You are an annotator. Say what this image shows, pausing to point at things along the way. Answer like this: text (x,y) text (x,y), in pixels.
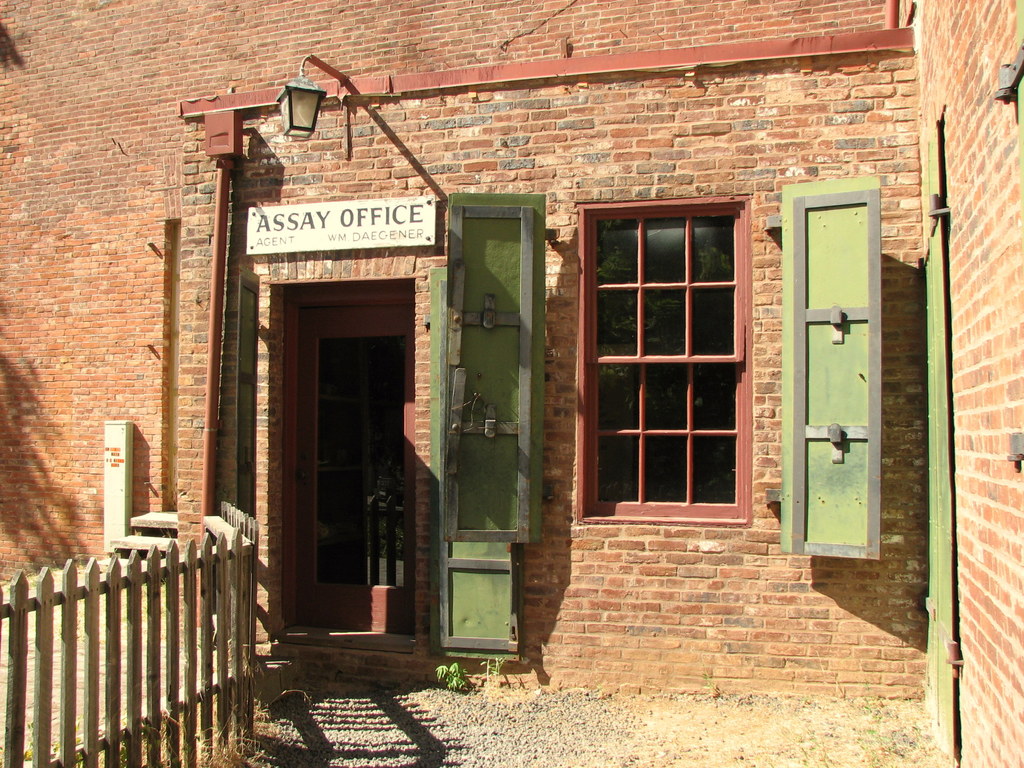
In the center of the image (347,509) we can see a building (486,185) with windows (637,401) and doors (313,307), a board (308,228) with some text (358,222) and a lamp (301,69). In the left side of the image (154,544) we can see a fence (154,550), stairs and a box (122,501) placed on the wall (899,589).
